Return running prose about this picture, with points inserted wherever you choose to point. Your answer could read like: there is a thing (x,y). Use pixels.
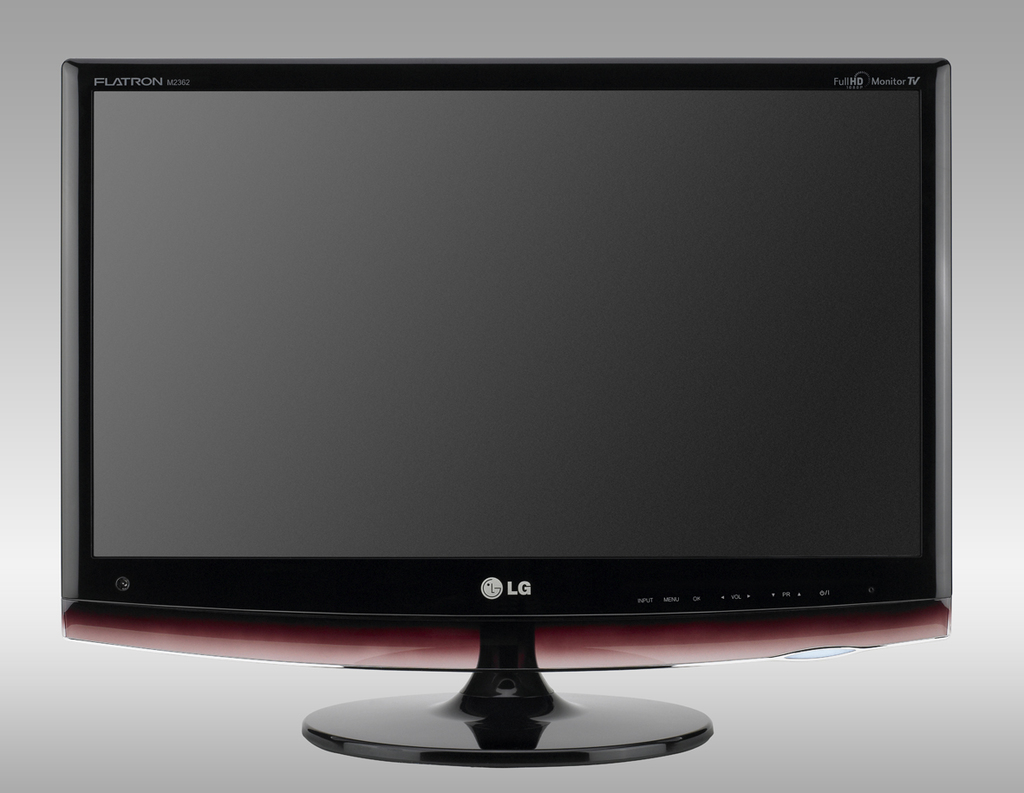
In this image we can see a television (950,126), on the top left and right corner of the television (938,104) some text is written, at the bottom of the screen (475,514) there is a logo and a text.
